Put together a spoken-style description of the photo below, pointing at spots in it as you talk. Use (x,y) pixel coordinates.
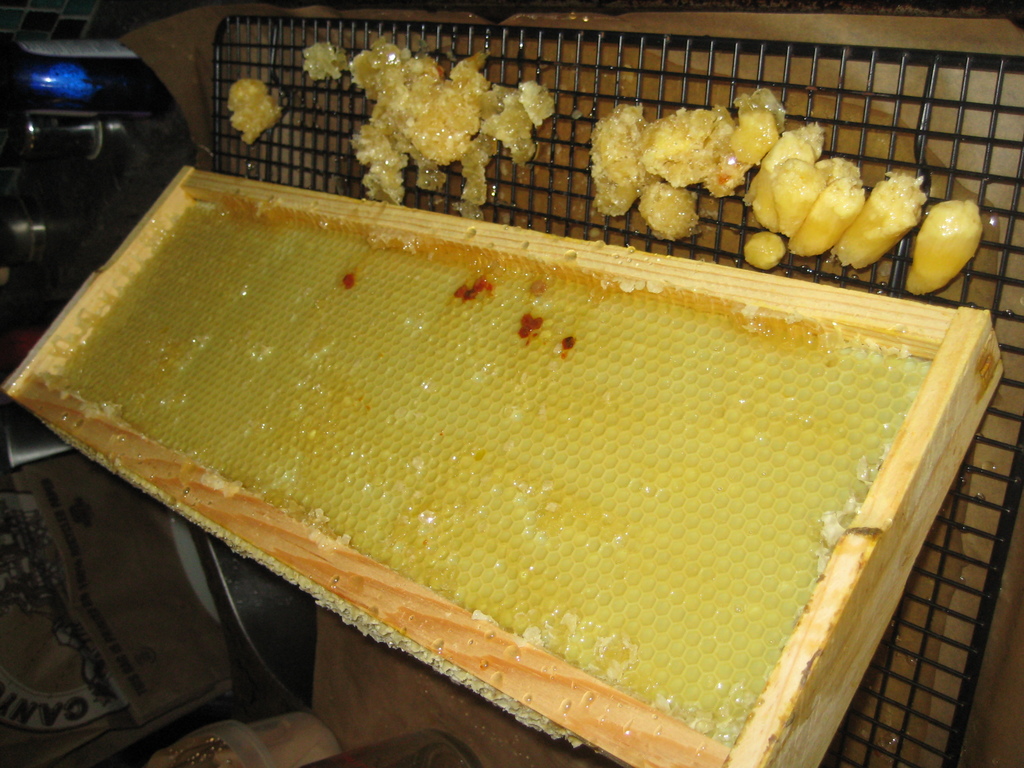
In the center of this picture (461,359) we can see a wooden frame (931,369) and honeycomb (455,437). In the background (202,37) we can see there are some objects (378,121) on the metal rods (846,58) and we can see some other objects (140,642).
